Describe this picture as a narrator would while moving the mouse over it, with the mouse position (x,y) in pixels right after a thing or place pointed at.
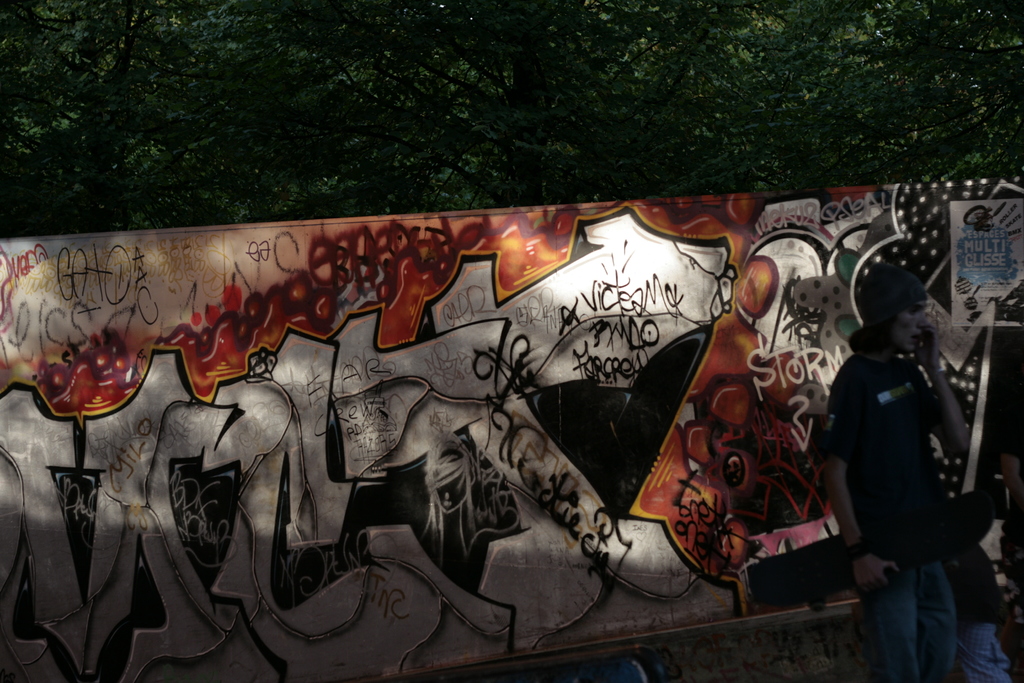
A person (912,447) is standing at the right (883,464) wearing a cap (866,303) and a black t shirt (880,409). Behind him there is an art wall (298,481). There are trees (72,150) at the back (337,121).
